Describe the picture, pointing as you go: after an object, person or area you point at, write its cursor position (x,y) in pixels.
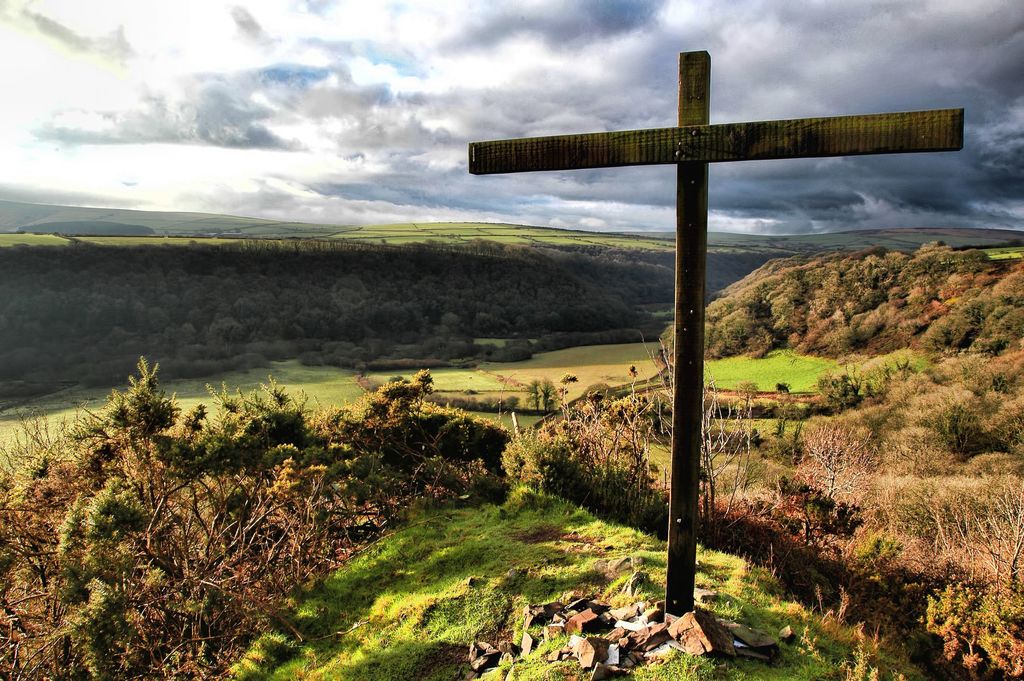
In the image there are wooden sticks (647,137) in the shape of christ cross (680,190), around that there is grass (516,492), plants (557,468) and trees (820,495).
